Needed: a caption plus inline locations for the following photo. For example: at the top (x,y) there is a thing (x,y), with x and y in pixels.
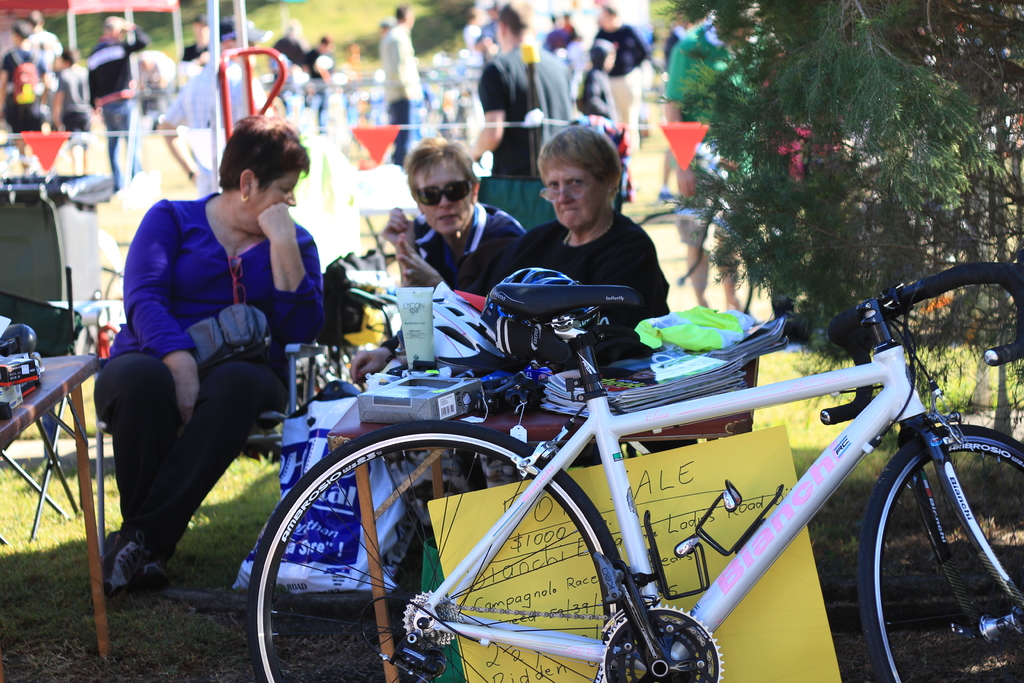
As we can see in the image there are lot of people (628,85) gathered and here we can see there are three women (180,282) sitting on the chair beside them there is a tree (822,236) and in front of them there is a table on which there are books (687,374), cover (702,327), helmet (434,337), body lotion tube (419,337) and box (417,389). In Front of the table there is a white cycle (777,520) and on the ground (226,517) there are a lot of grass (78,592).
